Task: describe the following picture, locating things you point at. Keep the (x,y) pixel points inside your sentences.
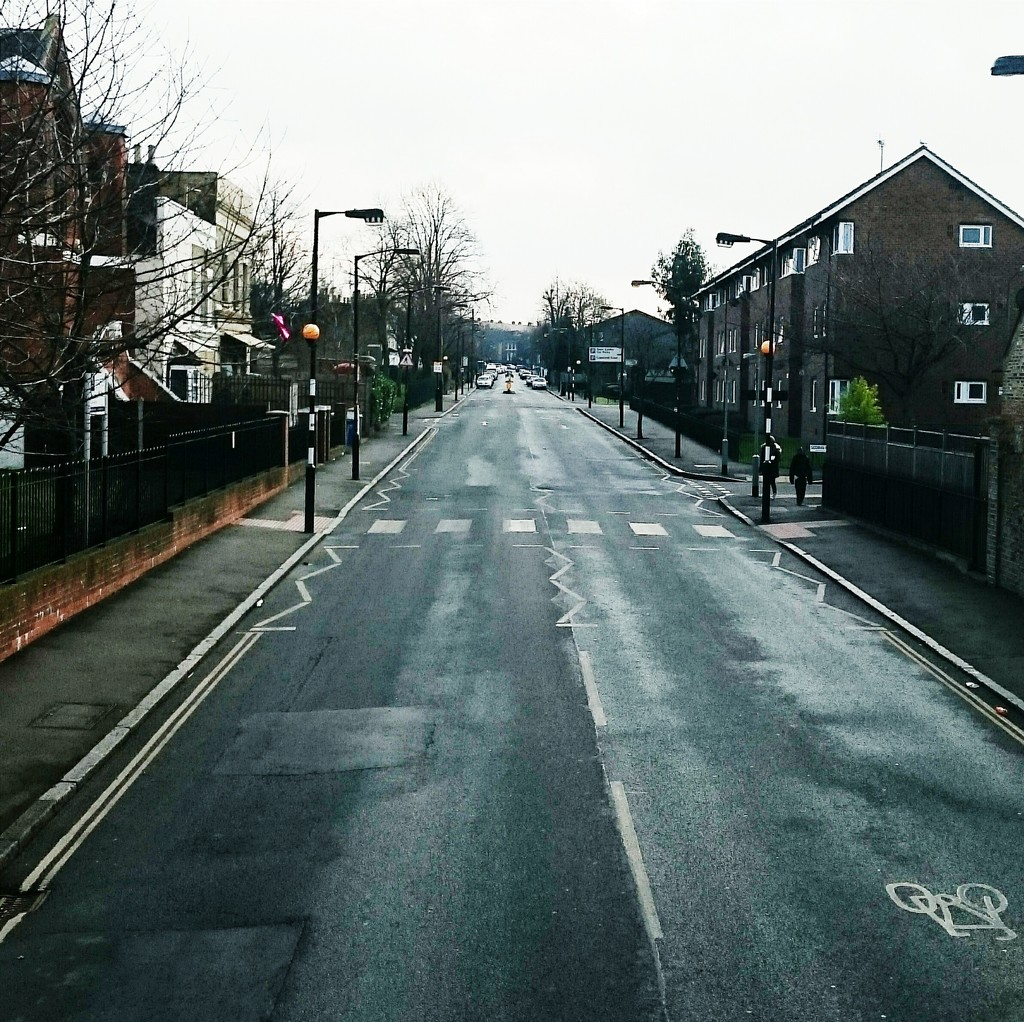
In this image we can see cars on the road (633,633). To the both side of the road (555,406) poles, trees (682,325) and houses (511,345) are there. Top of the image (292,108) sky (479,86) is present.
